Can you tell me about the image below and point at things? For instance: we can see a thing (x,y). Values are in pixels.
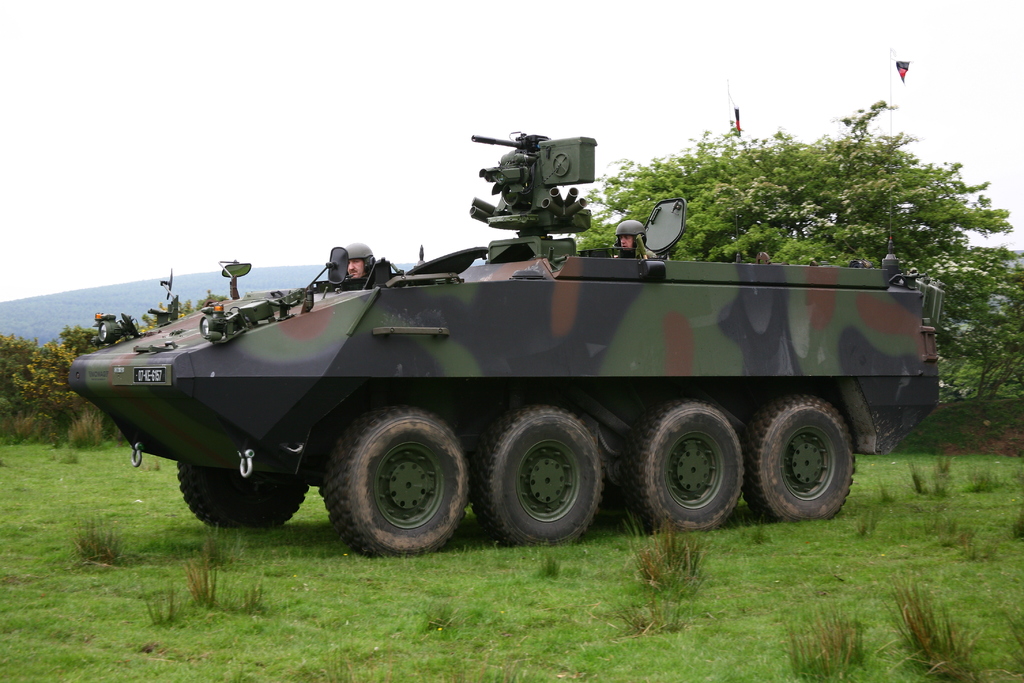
In the middle of this image (475,292) there is a panzer (507,369). On the ground (285,631), I can see the grass (488,617). In the background (865,239) there are some trees (794,225). At the top of the image (419,100) I can see the sky (108,117). On the panzer (428,273) there are two persons (360,273).
